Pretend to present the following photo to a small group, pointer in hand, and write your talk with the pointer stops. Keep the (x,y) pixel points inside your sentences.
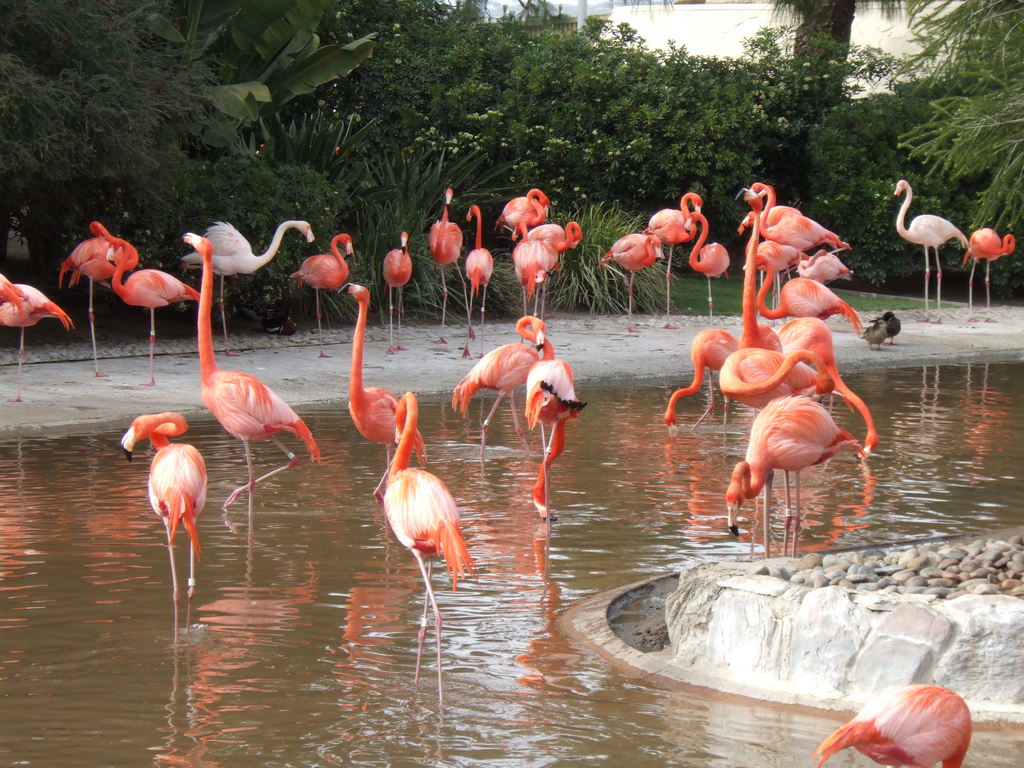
In this image few birds (259,431) are in water (369,528). Few birds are standing on the land (414,349). Background (18,177) there are few plants (591,130) and trees (893,98). Behind there is a wall (715,33). Right side (901,616) there are few rocks (844,606) on the land (628,647).
